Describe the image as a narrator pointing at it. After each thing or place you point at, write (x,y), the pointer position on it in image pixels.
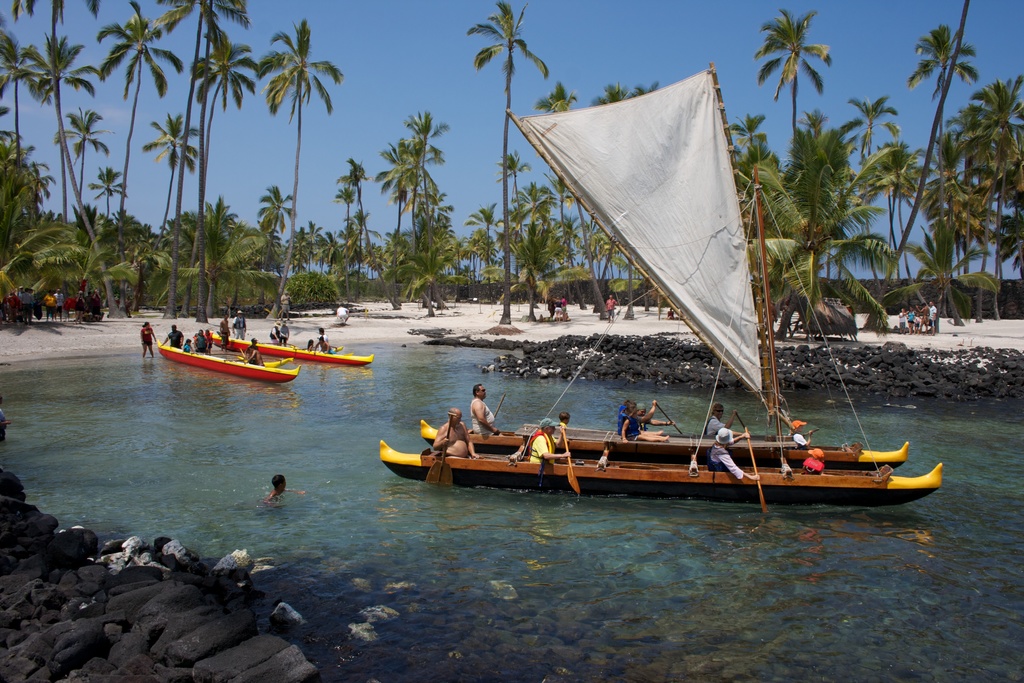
In this picture we can see some men (483,415) sitting in the boat (690,457) and in the front (565,528) there is a sea water (307,454). Behind there are many coconut trees (274,290) and in the front (93,604) bottom side there are some rocks (91,641) in the water (463,514).
